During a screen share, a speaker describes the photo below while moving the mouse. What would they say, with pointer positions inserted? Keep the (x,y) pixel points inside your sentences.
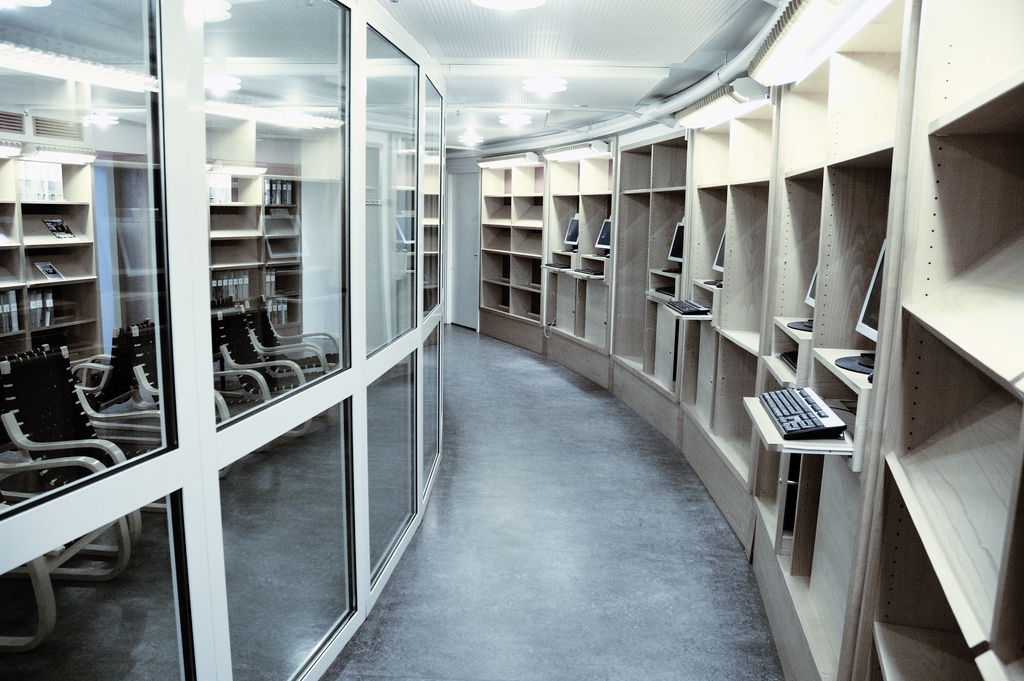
In this picture we can see the floor (524,443), monitors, keyboards (814,433), racks (623,384), chairs (142,406), glass (427,249) and some objects (51,302) and in the background (248,17) we can see the lights (545,92), ceiling (499,21).
